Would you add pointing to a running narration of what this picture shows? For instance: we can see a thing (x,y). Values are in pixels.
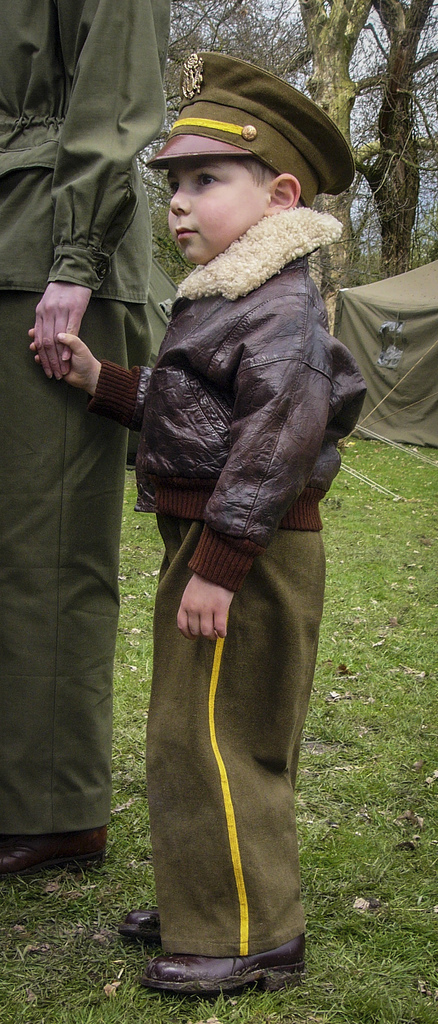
In this picture I can see a boy (164,365) holding hand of a human (138,311) and he is wearing a cap (303,105) on his head (283,183). I can see tent (369,372) and few trees (311,87) in the back (337,6) and grass (331,530) on the ground (174,995).
